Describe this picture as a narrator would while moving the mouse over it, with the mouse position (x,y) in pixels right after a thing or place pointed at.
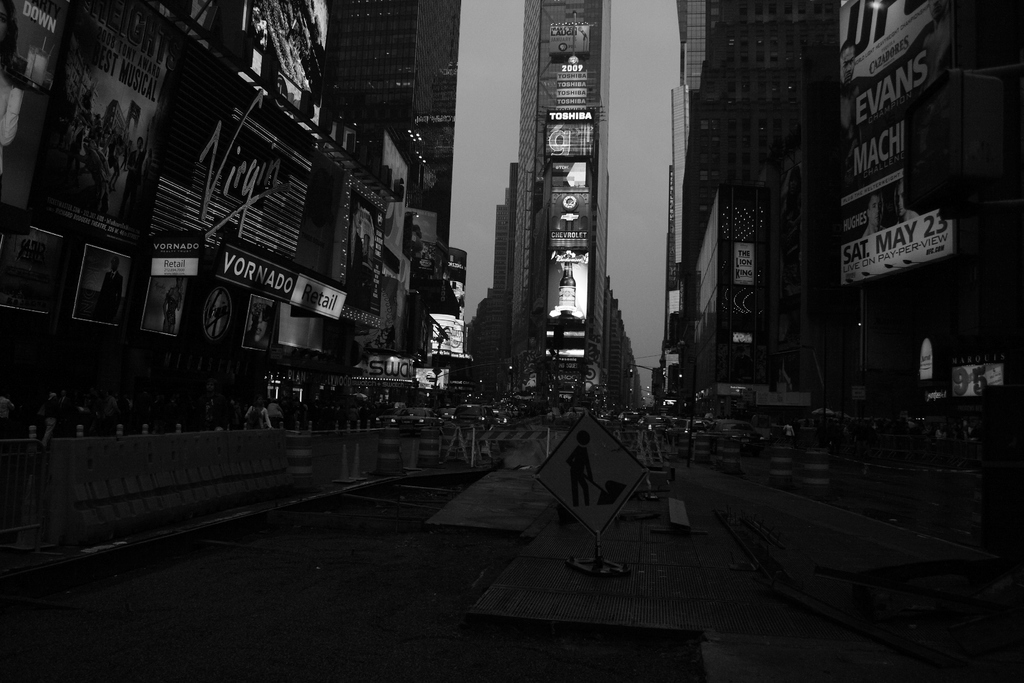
There are some barricades (391,463) are present on the road (367,556) at the bottom of this image (418,509) and there are some persons (263,424) and some vehicles (420,415) are present in the background (633,426). We can see there some buildings (561,286) in the middle of this image (415,315), and there is a sky (480,116) at the top of this image (513,112).
